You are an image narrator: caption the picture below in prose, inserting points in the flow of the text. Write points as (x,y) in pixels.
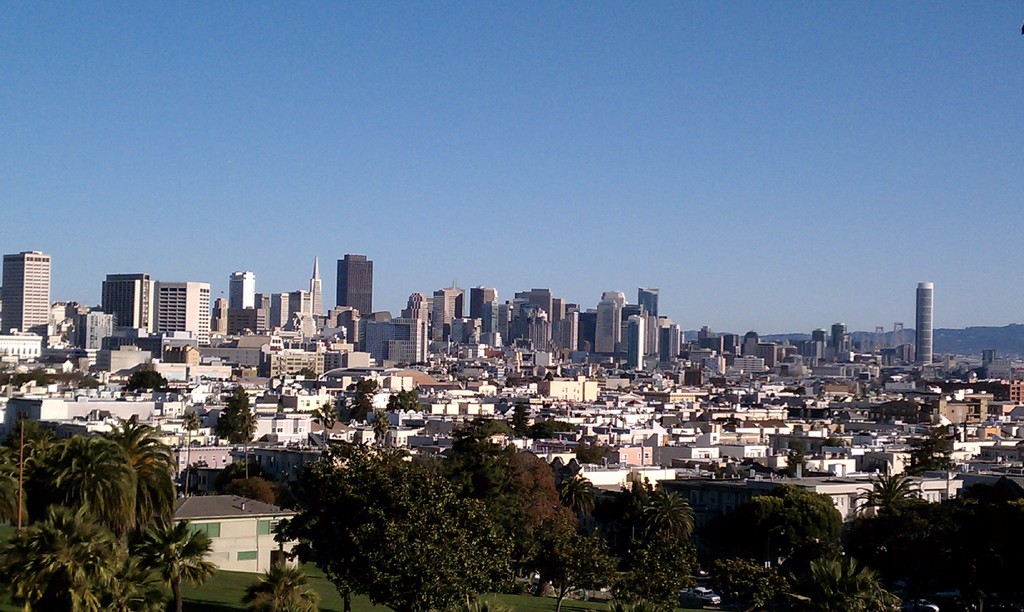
In this image we can see trees (485,494) and buildings (660,334). On the ground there is grass (517,600). In the background (529,127) there is sky (717,120). Also there is a hill (980,343).
